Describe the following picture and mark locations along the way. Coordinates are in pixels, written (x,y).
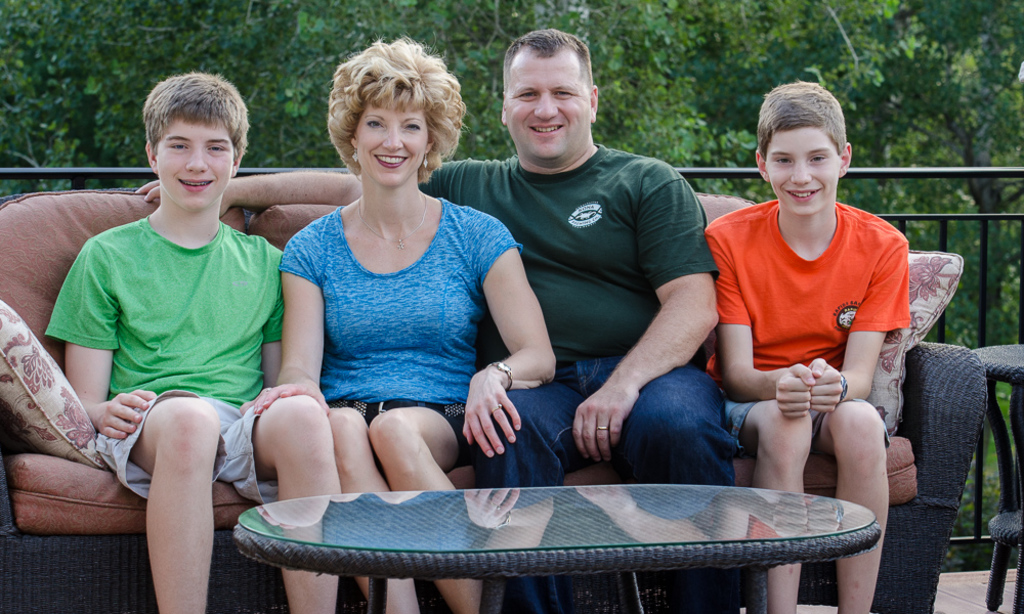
In this picture we can see four people (425,211) are seated on the sofa (5,258) they are all smiling, in front of them we can find a table (688,532), in the background (953,195) we can see couple of metal rods (924,170) and trees (731,65).
